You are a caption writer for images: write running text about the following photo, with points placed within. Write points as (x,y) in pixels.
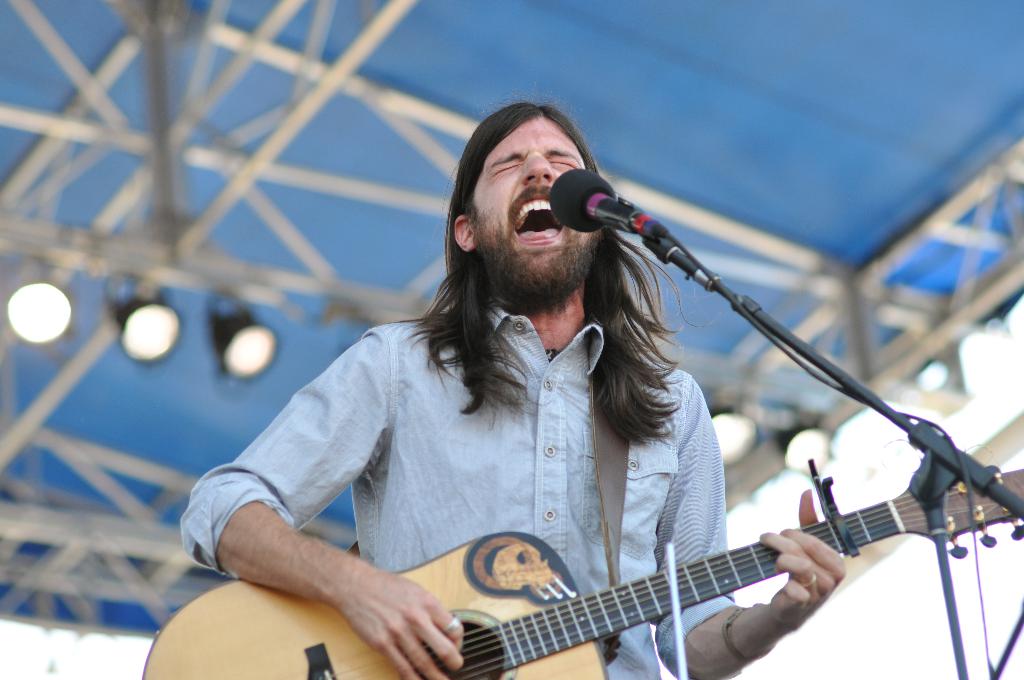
In the image there is man (601,303) with long hair (586,288) singing on mic (568,215) playing guitar (595,617) and above its stage (429,66), poles (161,284) and roof lights (162,334).
